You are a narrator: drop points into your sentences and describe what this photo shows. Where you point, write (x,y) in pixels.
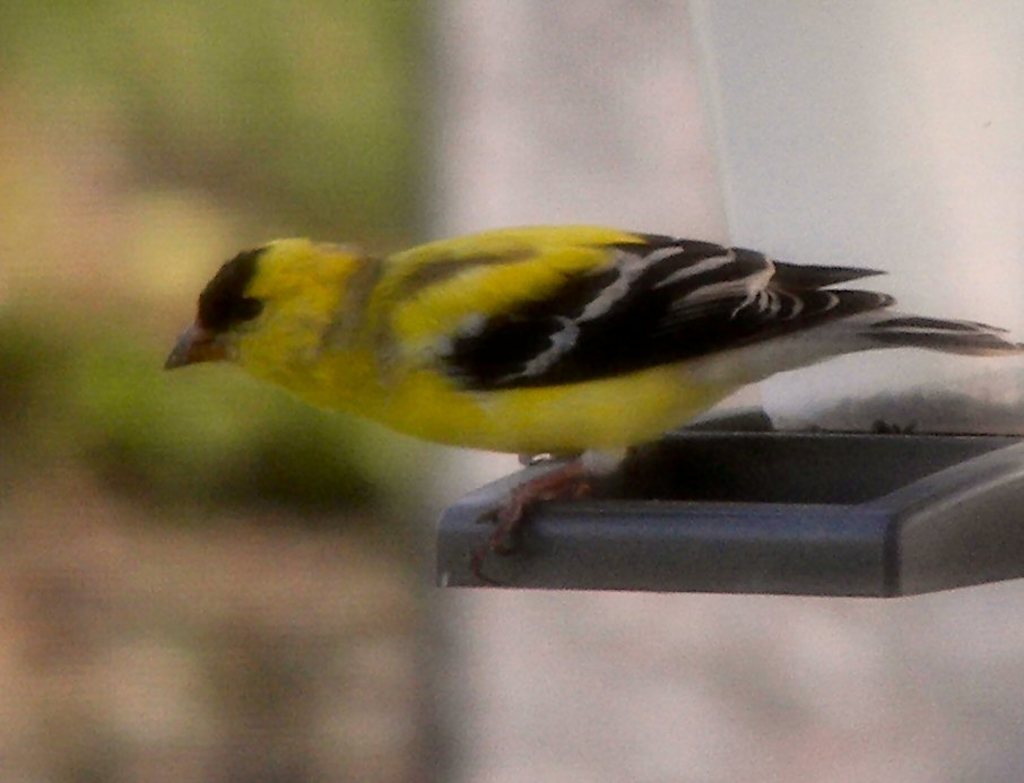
In the foreground of the picture (570,335) we can see a bird (587,407) on an object (854,456). The background (54,693) is blurred.
